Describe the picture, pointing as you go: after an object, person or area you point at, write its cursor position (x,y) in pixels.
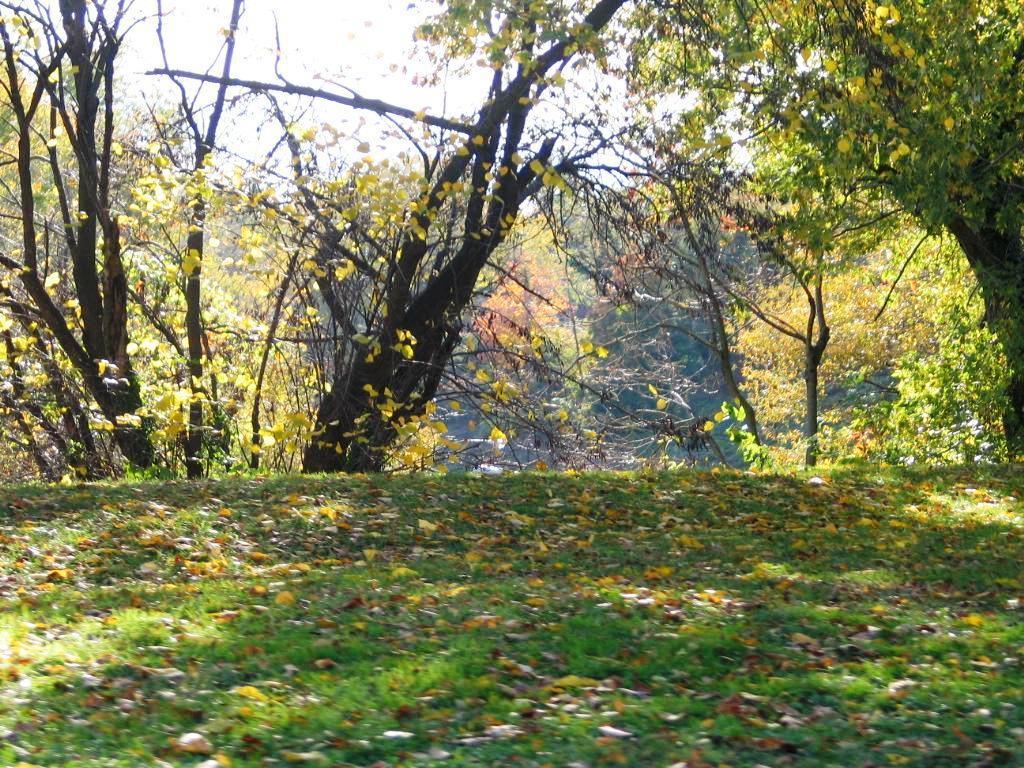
At the bottom of the picture (344,590), we see grass (437,632) and dried leaves (665,598). There are many trees (491,244) in the background (527,272). At the top of the picture (379,98), we see the sky (376,76). This picture might be clicked in the garden (643,473).
